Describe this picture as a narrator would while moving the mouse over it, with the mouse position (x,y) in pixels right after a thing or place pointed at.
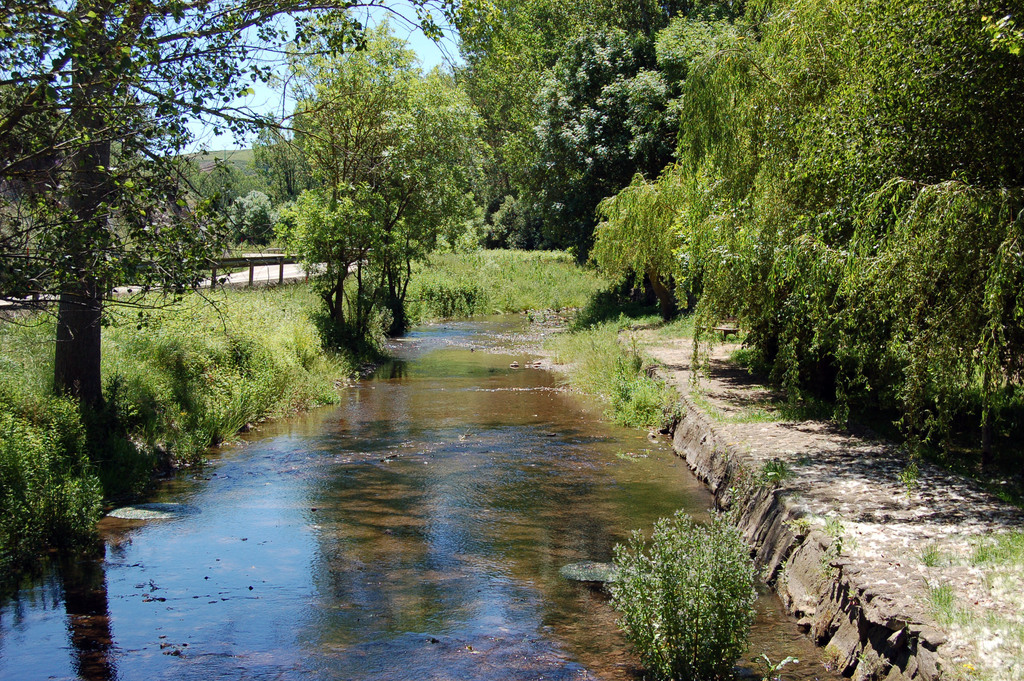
In this picture we can see there are plants (285,330), water (294,640) and trees (315,165). Behind the trees (291,178) there is the sky (243,101).
